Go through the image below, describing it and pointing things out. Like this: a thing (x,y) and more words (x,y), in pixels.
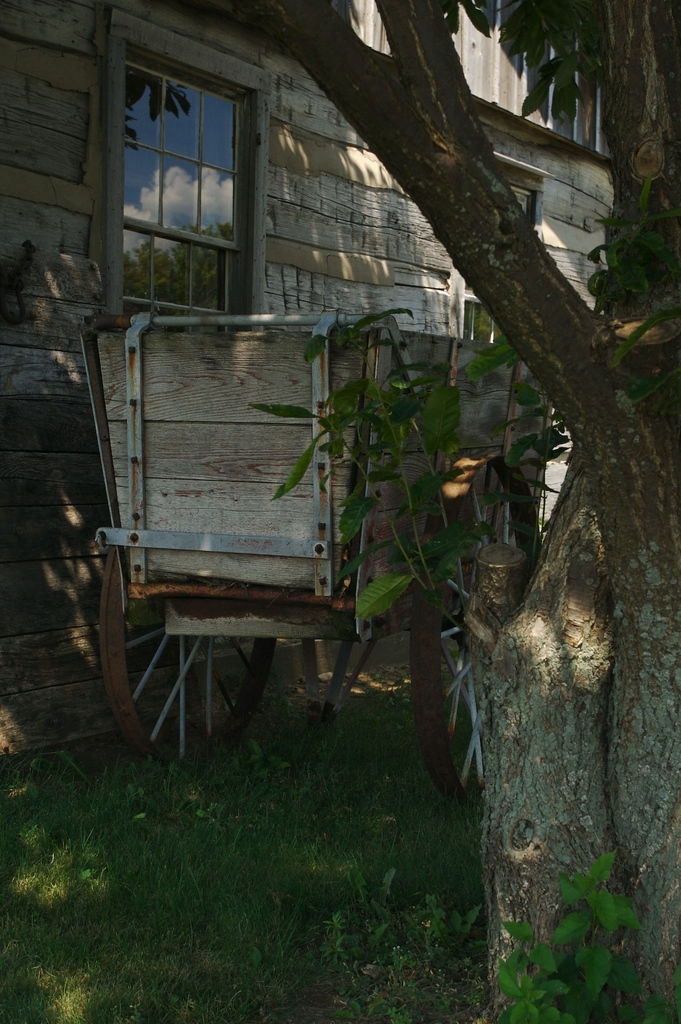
In this image, we can see a cart (237,513) in front of the wooden wall (391,286). There is a window (240,221) in the top left of the image (163,121). There is a stem (634,463) on the right side of the image (627,559). There are some leaves (525,1008) in the bottom right of the image (621,922).
